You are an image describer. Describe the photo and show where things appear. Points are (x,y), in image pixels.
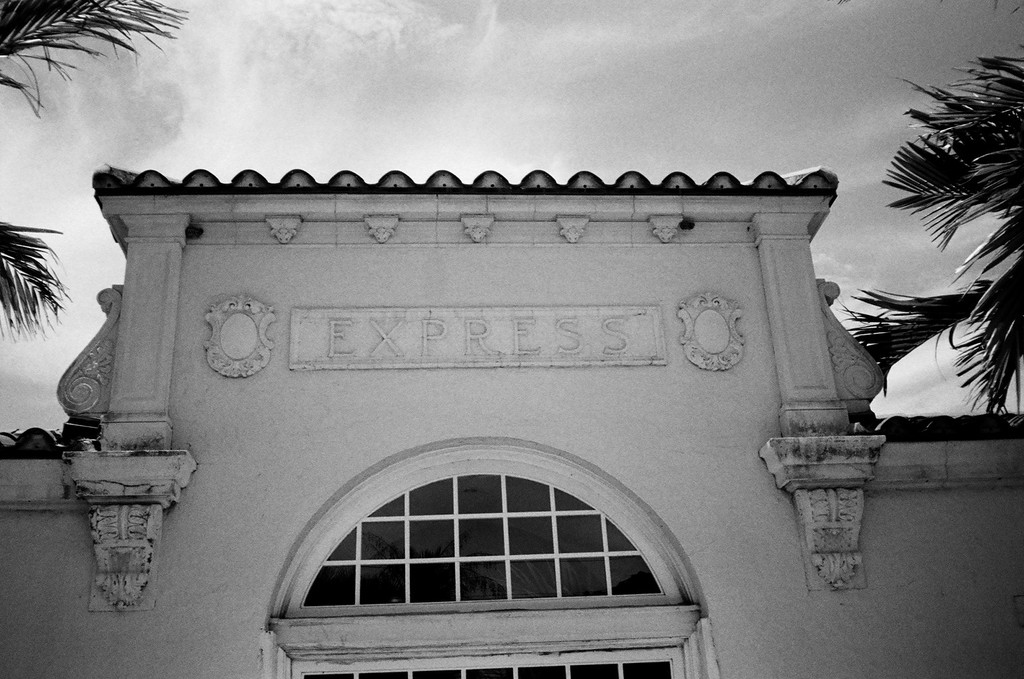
This is a black and white image. In this image we can see there is a building (436,541). On the right (974,355) and left side of the image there is a coconut tree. In the background (481,114) there is a sky (517,114).
